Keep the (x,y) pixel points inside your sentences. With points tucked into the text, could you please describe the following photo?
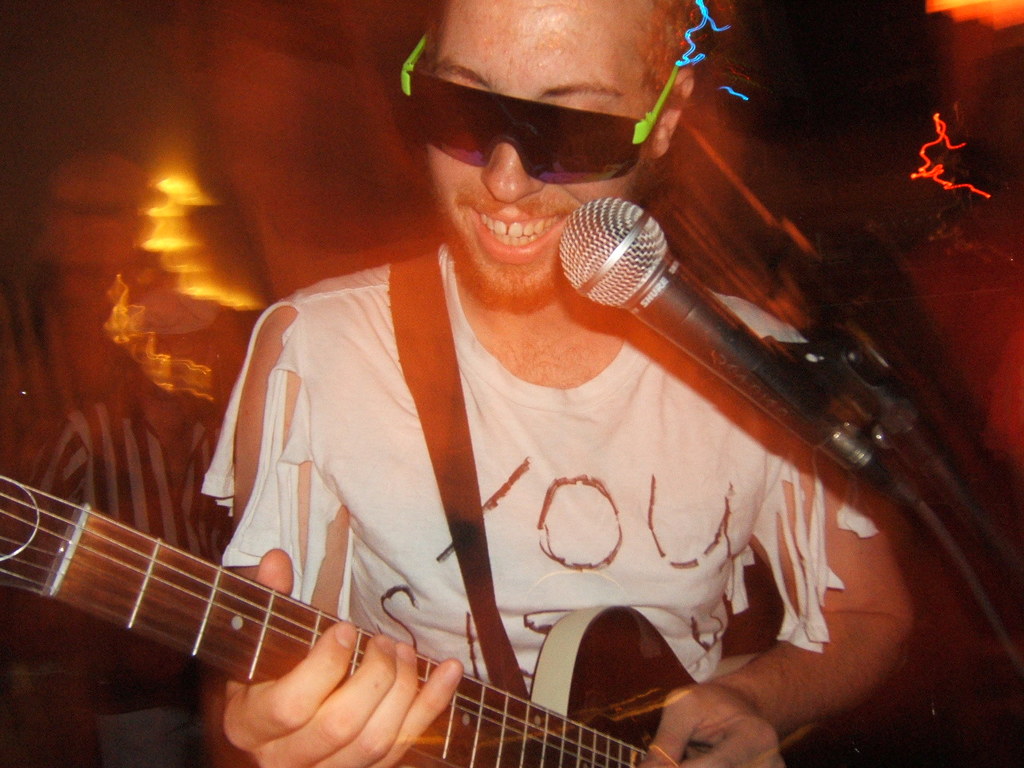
In the image there a man (551,338) singing on mic (815,433) and playing guitar (107,589), back side of him there are many neon lights (993,19).
